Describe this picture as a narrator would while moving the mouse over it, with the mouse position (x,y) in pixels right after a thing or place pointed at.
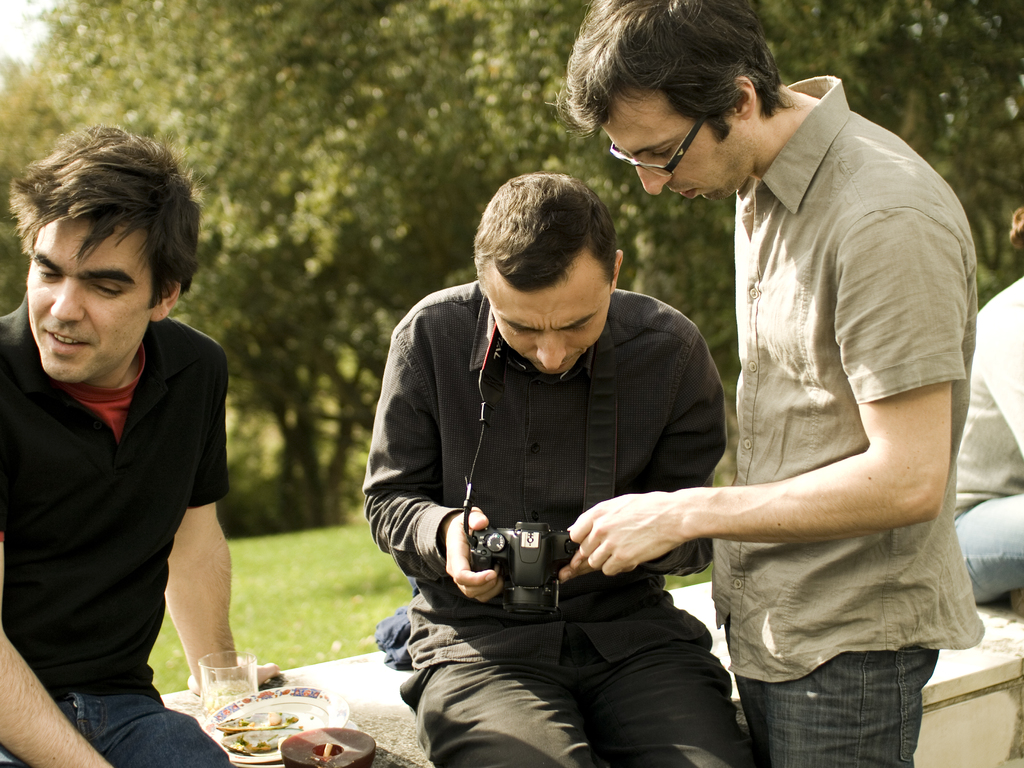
There are four people (423,405) present in the middle of this image (434,372) and there are trees (452,180) in the background (330,229). We can see the person (471,443) in the middle (544,458) is holding a camera (518,578). There is a glass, plate (325,721) and other object (356,752) is present at the bottom of this image (323,742).
